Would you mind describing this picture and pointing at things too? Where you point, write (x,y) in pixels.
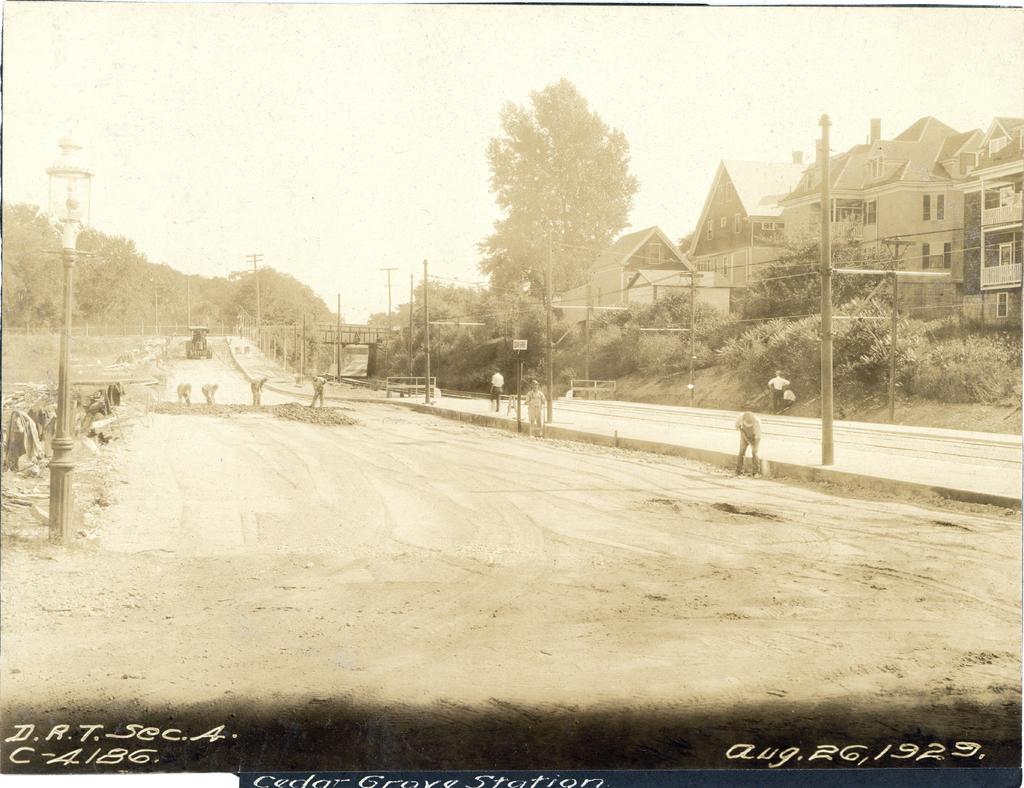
In this picture I can see buildings (746,238), trees (532,185) and I can see few poles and looks like few people (782,377) working and I can see a vehicle (203,334) in the back (189,343) and I can see text (139,764) at the bottom of the picture (520,783) and I can see sky (195,47).
